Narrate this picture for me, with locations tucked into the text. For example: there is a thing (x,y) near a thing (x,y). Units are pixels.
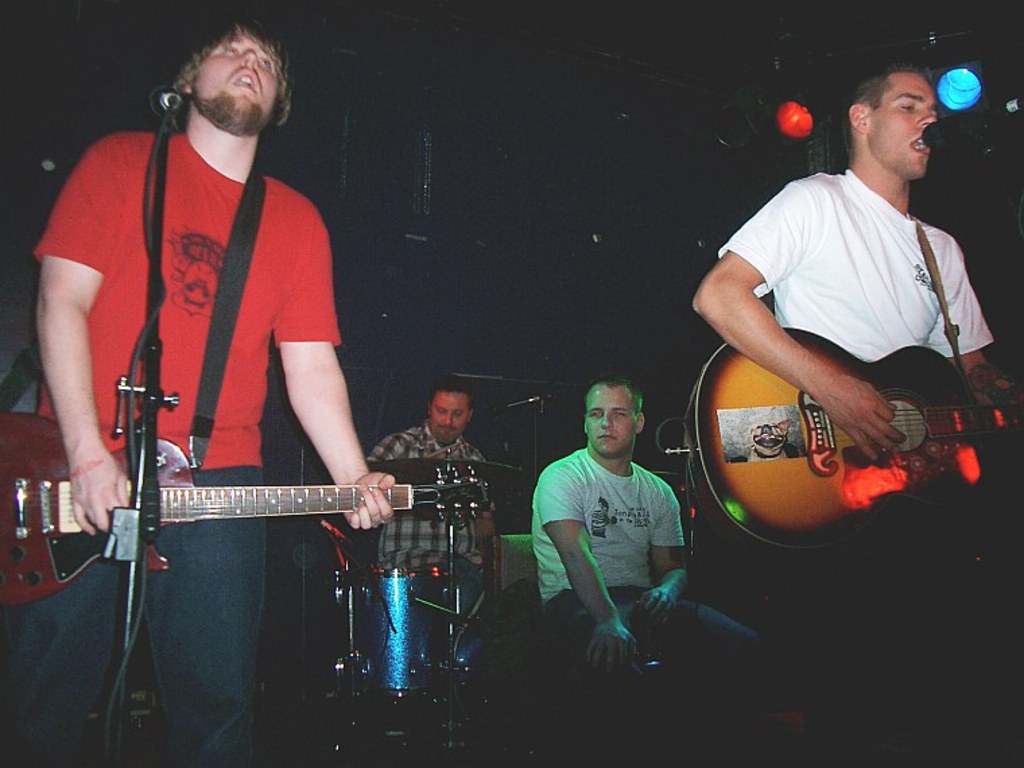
There are two members (247,460) in this picture playing guitar (182,516) in their hands (117,472) and singing in front of a microphones (940,136). In the background (403,441) there is an another guy (408,519) playing drums (431,579) and the other one (575,596) is sitting on the stool (603,686) here.
